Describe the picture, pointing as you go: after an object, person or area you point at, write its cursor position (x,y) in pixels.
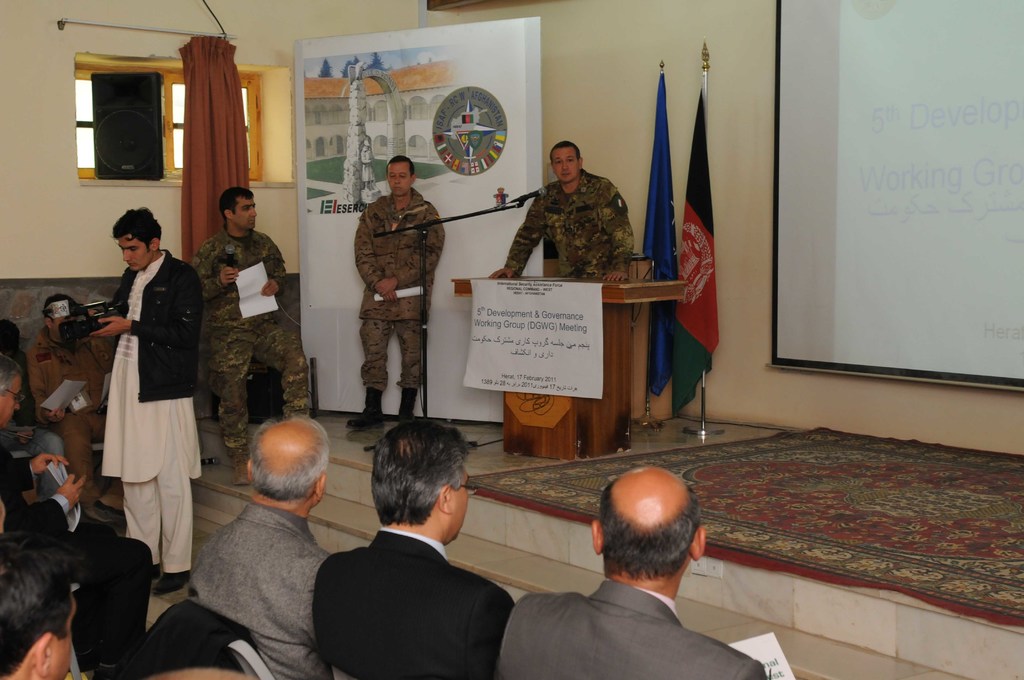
In this picture we can see some people (569,657) are sitting on chairs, there are four persons (363,255) standing, on the right side (942,234) we can see a projector screen (943,246), in the background (464,135) we can see a hoarding (492,153), flags (667,208), a curtain (216,155), a speaker (148,141) and a window (182,104), a man (577,238) in the background (589,241) is standing in front of a podium (611,356), we can see a microphone (539,197) in front of him, there is a chart (539,322) in the middle (539,322), we can see some text (551,326) on the chart (540,336).
